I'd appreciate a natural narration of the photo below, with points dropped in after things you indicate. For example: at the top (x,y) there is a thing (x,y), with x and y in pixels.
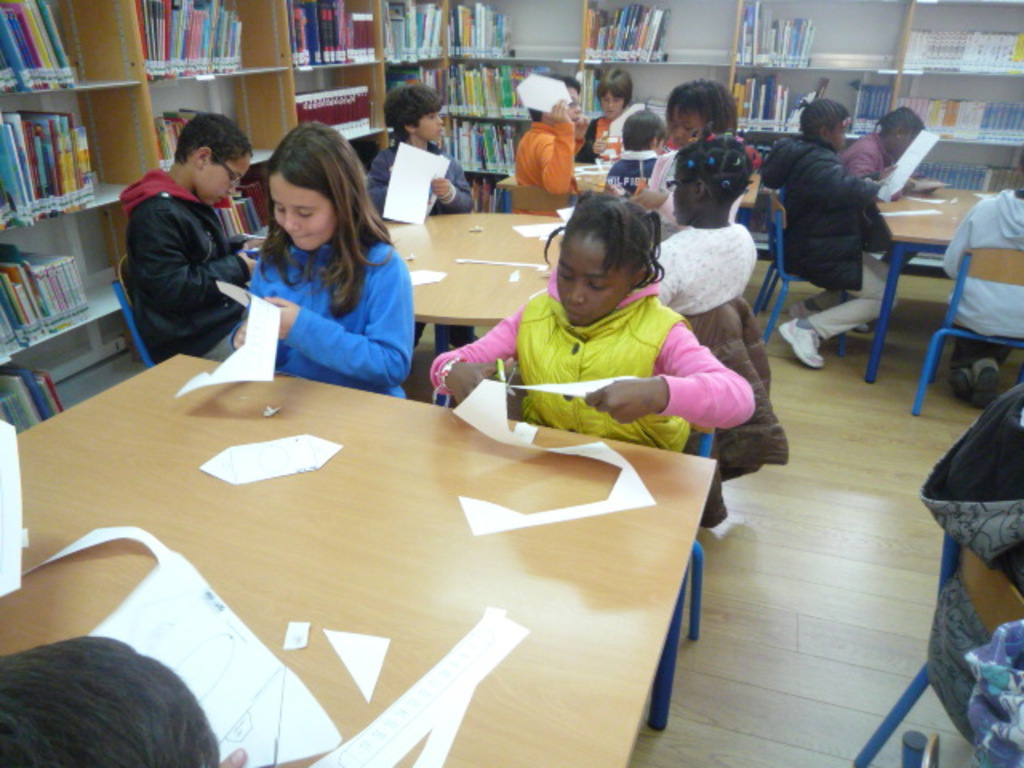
This picture is taken in the library (489,307) where the students (621,307) are sitting and doing their work. In the front (630,308) the girl (585,363) wearing a yellow colour jacket (606,366) sitting on a chair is cutting the paper (503,399) with the scissor (502,370) and the girl (373,329) wearing a blue colour dress (370,331) is cutting paper (255,312). At the left side (187,279) the boy (187,265) is sitting on a chair (129,310) is doing work. In the background (562,170) there are people's nine persons (701,162) sitting on a chair (778,216) and doing their work. At the left side (164,91) there are shelves (99,93) filled with the books (222,52), in the center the shelves (538,46) are filled with the books (952,65).
